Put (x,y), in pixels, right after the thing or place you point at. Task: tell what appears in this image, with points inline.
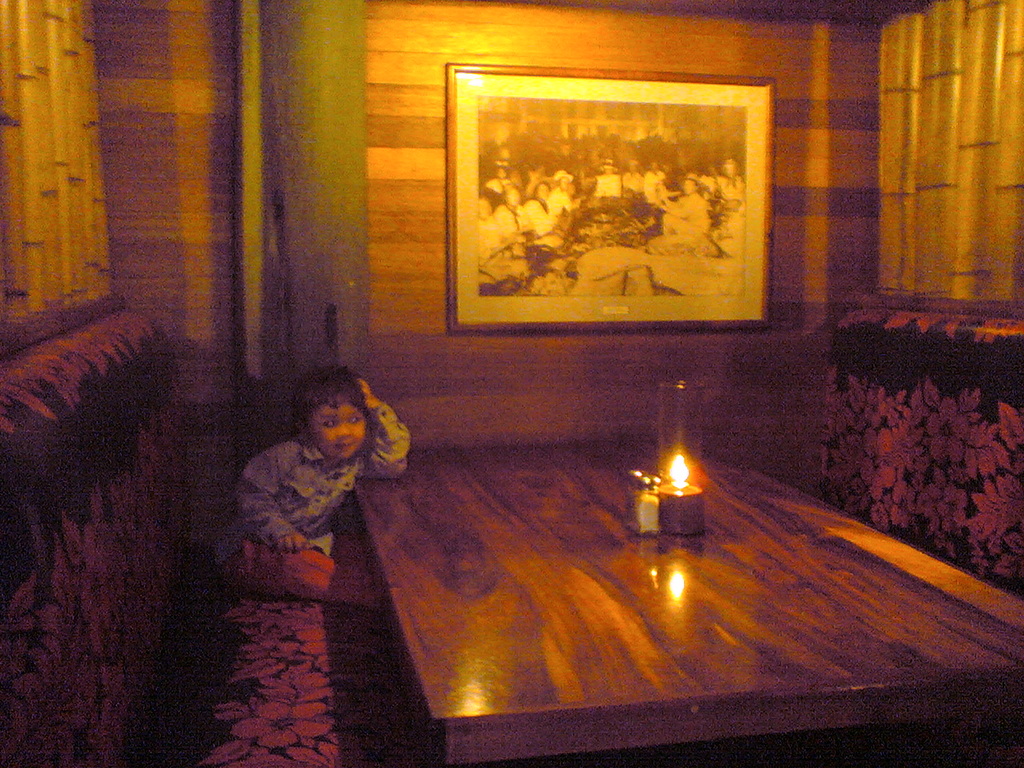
In the image we can see a child (304,510) sitting, wearing clothes (321,511), there is a wooden table (629,628). On the table (708,598) there is a lamp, we can even see a frame (511,282) stick to the wall (438,222). Here we can see a sofa (125,677).
